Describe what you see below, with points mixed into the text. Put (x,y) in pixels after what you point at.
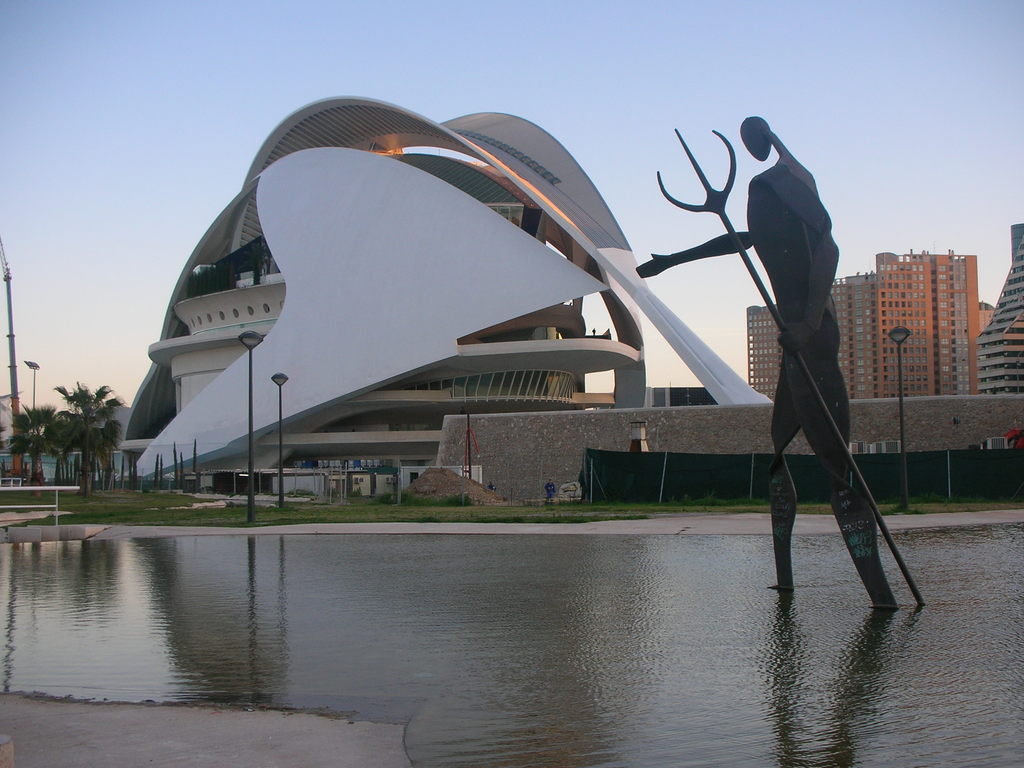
On the right side of the image (752,130) there is a metal sculpture (844,426) of a person (785,209) holding some object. In front of the image there is water (467,583). There are light poles (250,371), buildings (204,350), trees (60,422), banners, poles (948,453) and a few other objects (426,491). There are people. At the bottom of the image (291,539) there is water (388,541) on the surface (400,544). At the top of the image (219,47) there is sky (158,33).
